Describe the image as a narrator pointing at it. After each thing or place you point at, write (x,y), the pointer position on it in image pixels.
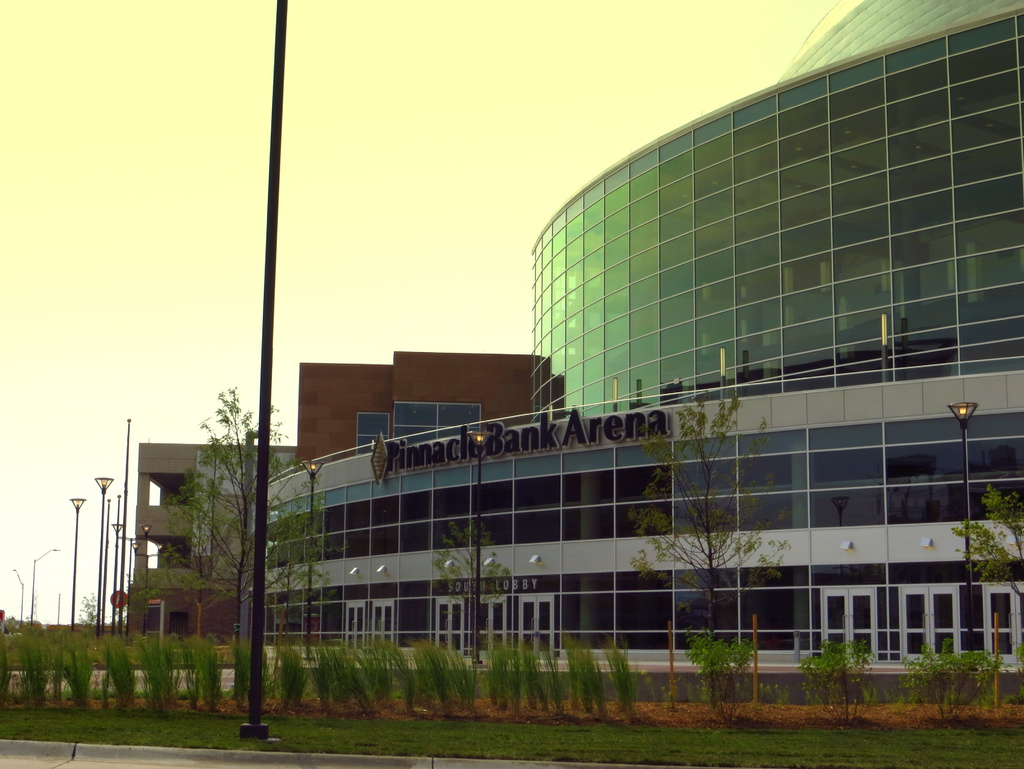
In this picture we can see the buildings (621,496), doors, poles (257,596), lights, trees (228,531). At the top of the image (439,87) we can see the sky (504,78). At the bottom of the image (622,678) we can see the plants (564,699), grass (530,737) and road (159,752). In the middle of the image (494,436) we can see some text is present on the wall (595,547).
